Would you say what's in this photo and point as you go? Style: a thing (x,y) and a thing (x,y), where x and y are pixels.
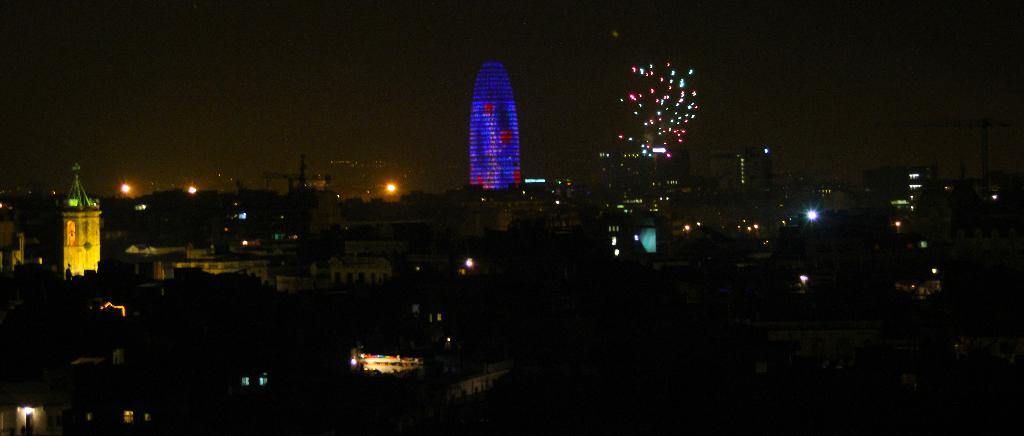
In this image we can see some buildings (448,270), trees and some lights (669,131).
